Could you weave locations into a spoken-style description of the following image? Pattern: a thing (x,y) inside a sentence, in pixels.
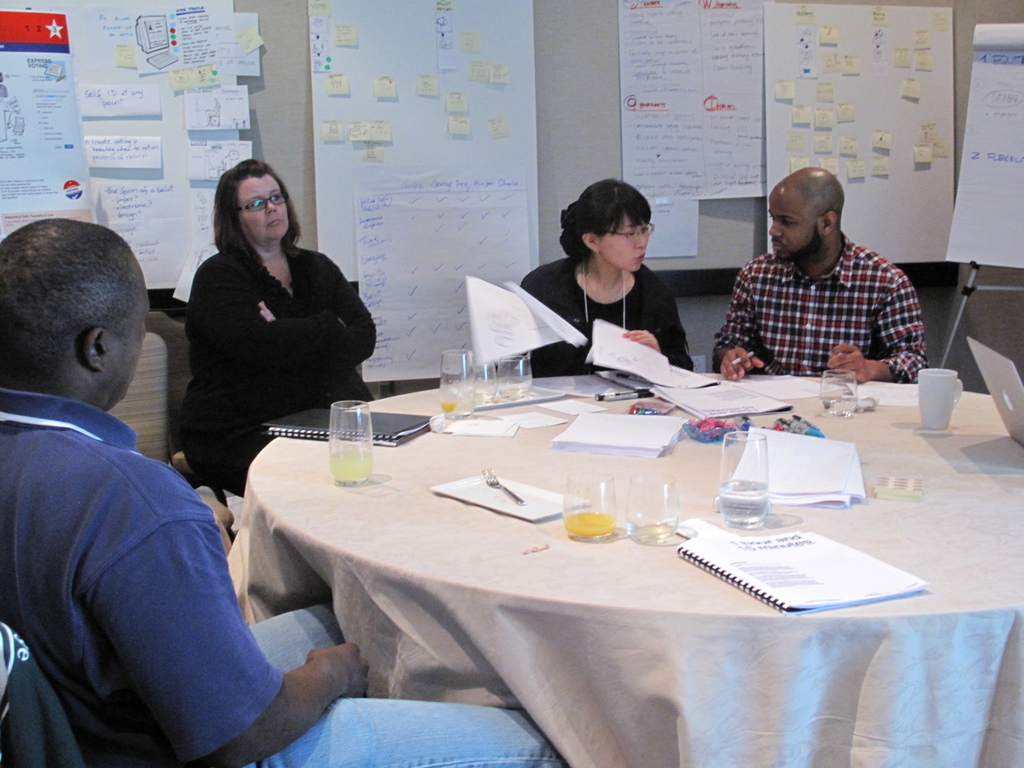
As we can see in the image there is a wall (288,48) and few papers (518,48) on wall (603,81) and there are four people (194,292) sitting on chairs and in the front (579,664) there is a table (816,616). On table (825,426) there are books (815,572), glasses (477,388), forks (493,485) and pens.
